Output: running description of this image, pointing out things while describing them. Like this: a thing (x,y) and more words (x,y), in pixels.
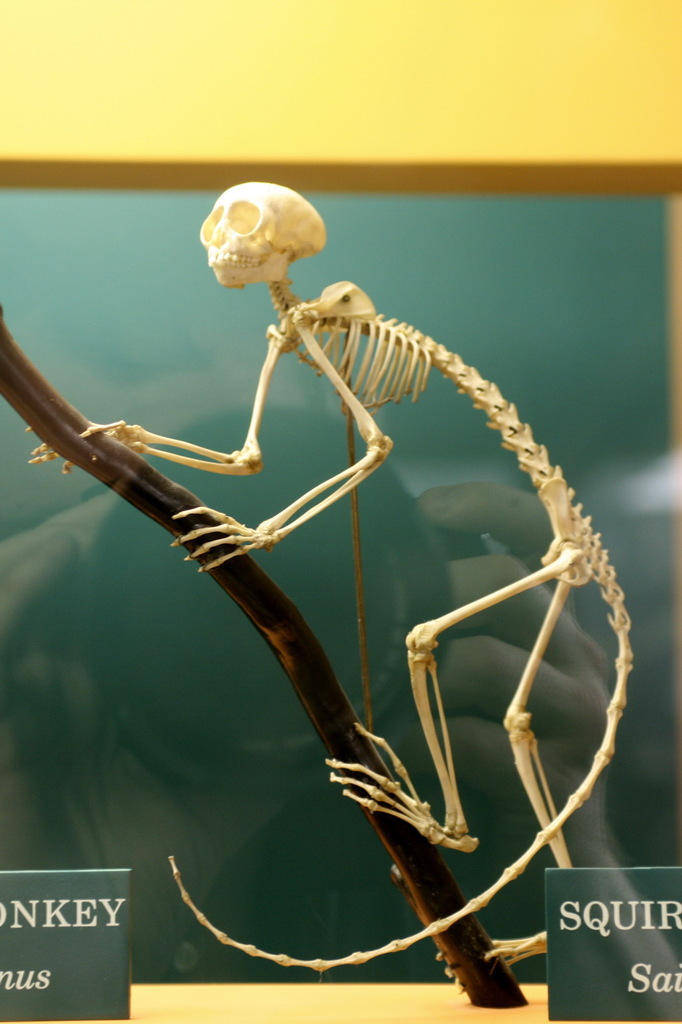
In this picture we can see skeleton (371,792) on wooden platform (328,671). In the bottom left (11,917) and right side of the image (621,958) we can see boards (105,973). In the background of the image (470,157) we can see frame (514,230) on the wall (479,36).
